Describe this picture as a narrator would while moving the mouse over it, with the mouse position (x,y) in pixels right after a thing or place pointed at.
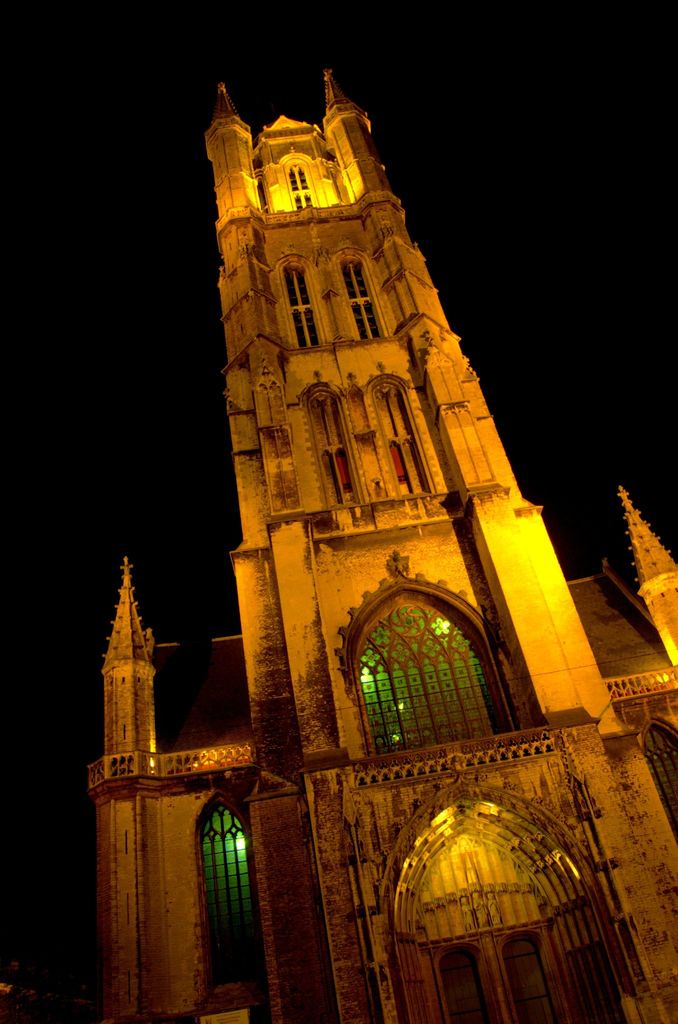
In the image there is a building (310,876) with pillars (278,648), arches (489,683), glass windows (226,885) and doors (514,948). Behind the building (514,948) there is a dark background (589,68).
